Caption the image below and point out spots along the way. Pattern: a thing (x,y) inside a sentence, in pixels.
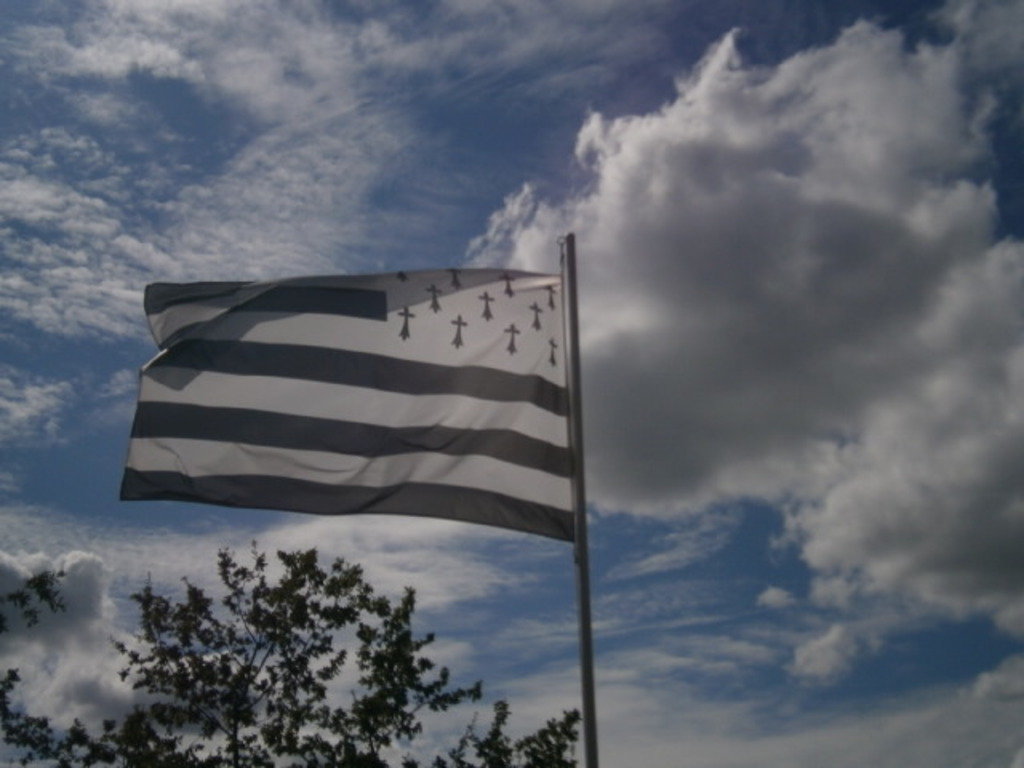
In this picture there is a flag (342,326) in the center of the image (471,445) and there is a tree (197,609) at the bottom side of the image (389,655) and there is sky (345,236) in the background area of the image (345,236).
